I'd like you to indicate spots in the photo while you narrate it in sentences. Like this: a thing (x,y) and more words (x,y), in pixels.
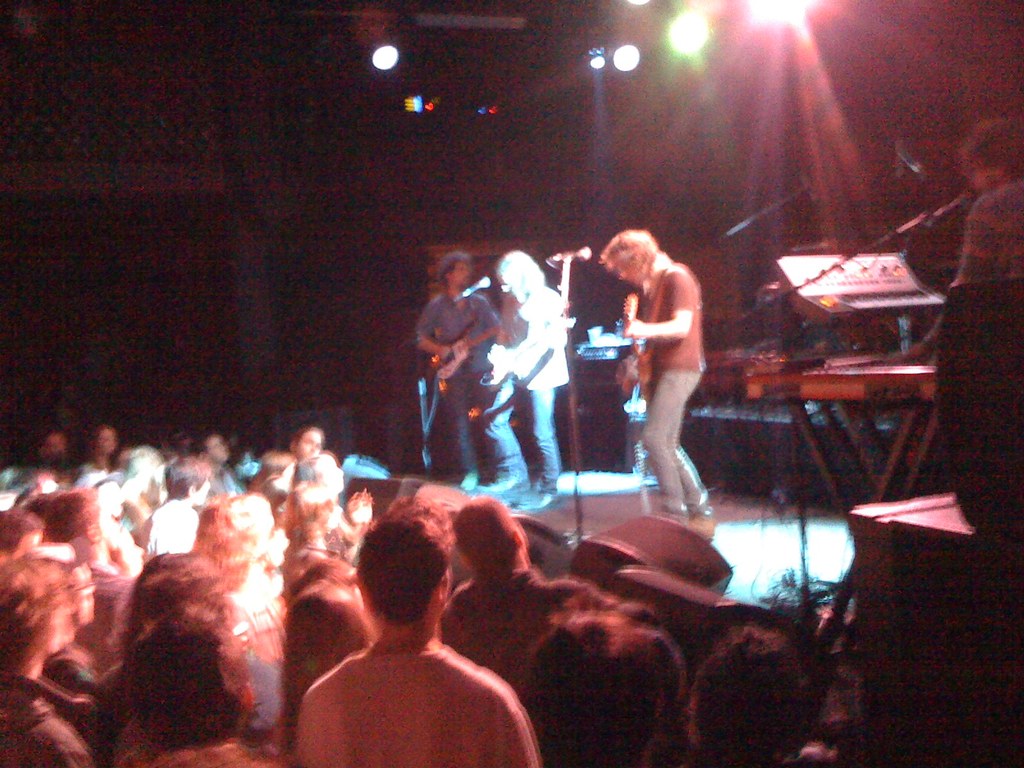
Here we can see a group of people (446,281) are standing on the stage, and playing the musical instruments (633,348), and in front (560,276) here is the microphone (564,263) and stand (564,260), and here a person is playing the piano (821,363), and here are the lights (690,27), and here the group of people (108,466) are standing.
